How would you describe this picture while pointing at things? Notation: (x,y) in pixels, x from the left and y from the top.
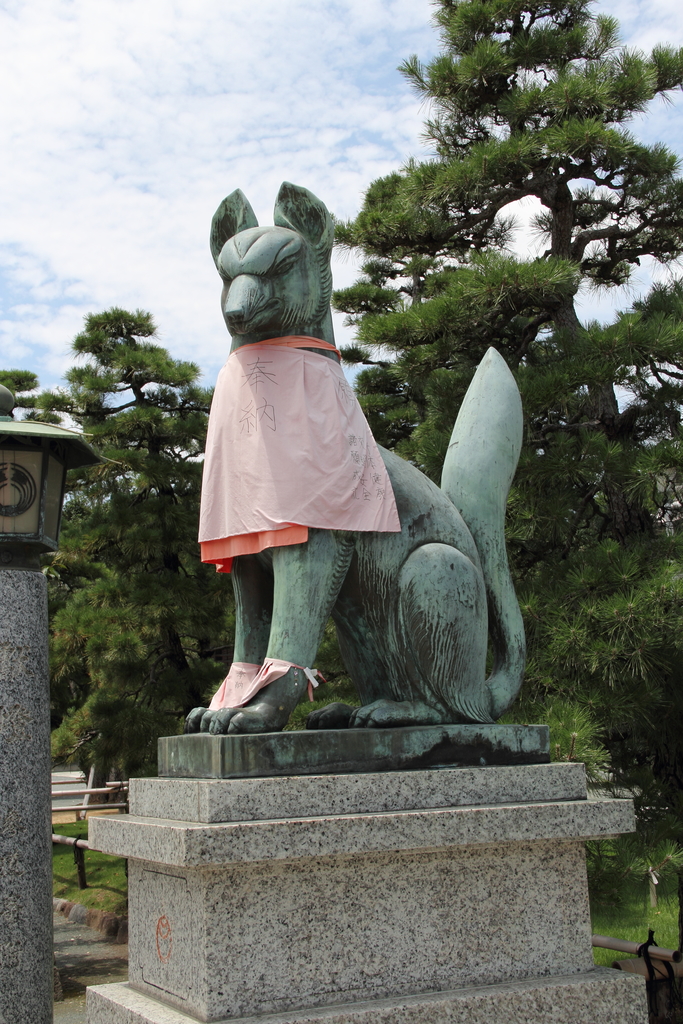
In the center of the image (267,401) we can see a statue (325,588) and clothes (314,381). On the left side of the image (42,639) we can see a pole (24,689) and light (55,425). In the background of the image (624,148) we can see the trees (406,400). At the bottom of the image (64,852) we can see the rods (65,840) and grass (672,899). At the top of the image (205,141) we can see the clouds (212,154) are present in the sky (212,154).
